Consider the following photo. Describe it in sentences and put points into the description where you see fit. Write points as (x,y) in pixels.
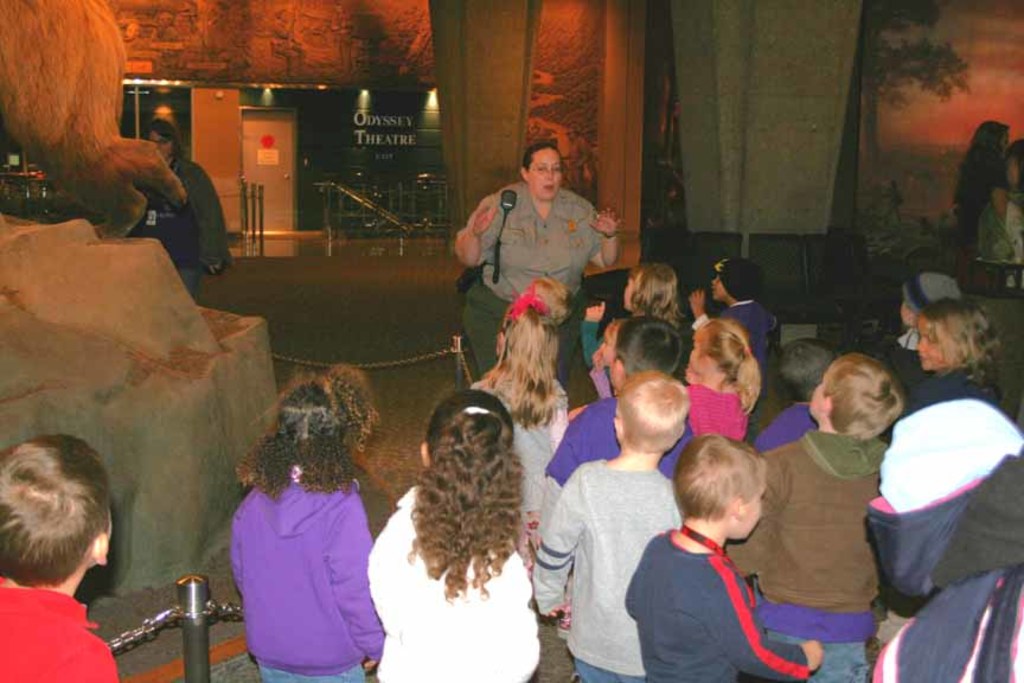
In the picture I can see many children (310,569) are standing here and woman (565,225) carrying a microphone (509,193) is standing there. Here I can see the fence (122,646), some objects (39,428), boards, door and the curtains (821,120) in the background (394,134).
